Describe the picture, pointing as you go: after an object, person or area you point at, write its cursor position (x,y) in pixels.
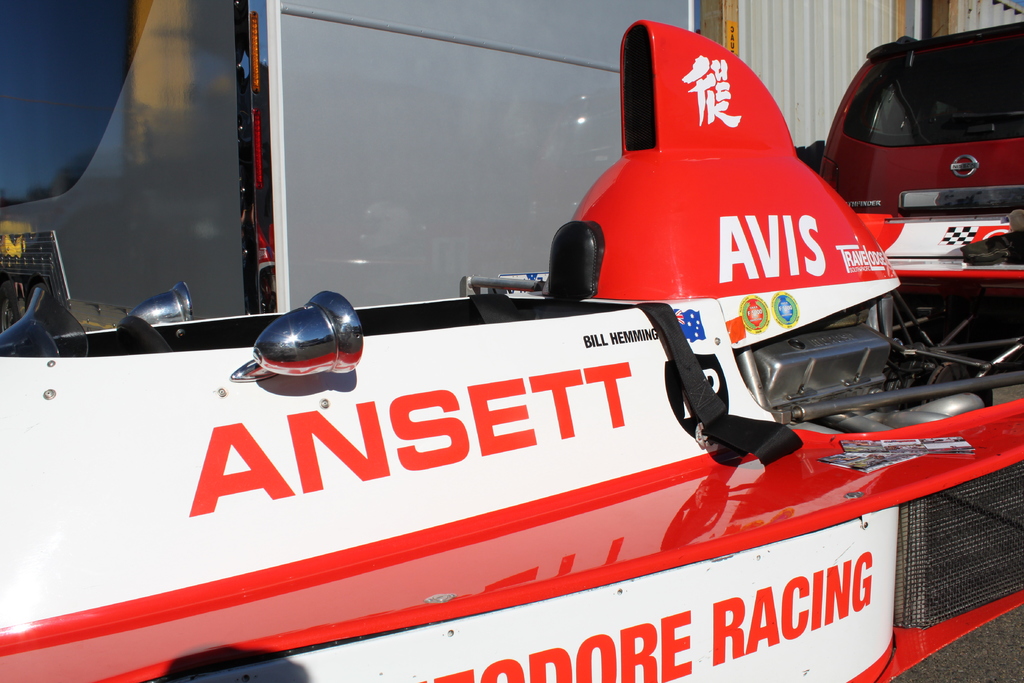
In this image I can see a vehicle like thing (747,290) in the front (804,211) and on it I can see something is written. On the top right side of the image (801,117) I can see tin walls (839,70).
